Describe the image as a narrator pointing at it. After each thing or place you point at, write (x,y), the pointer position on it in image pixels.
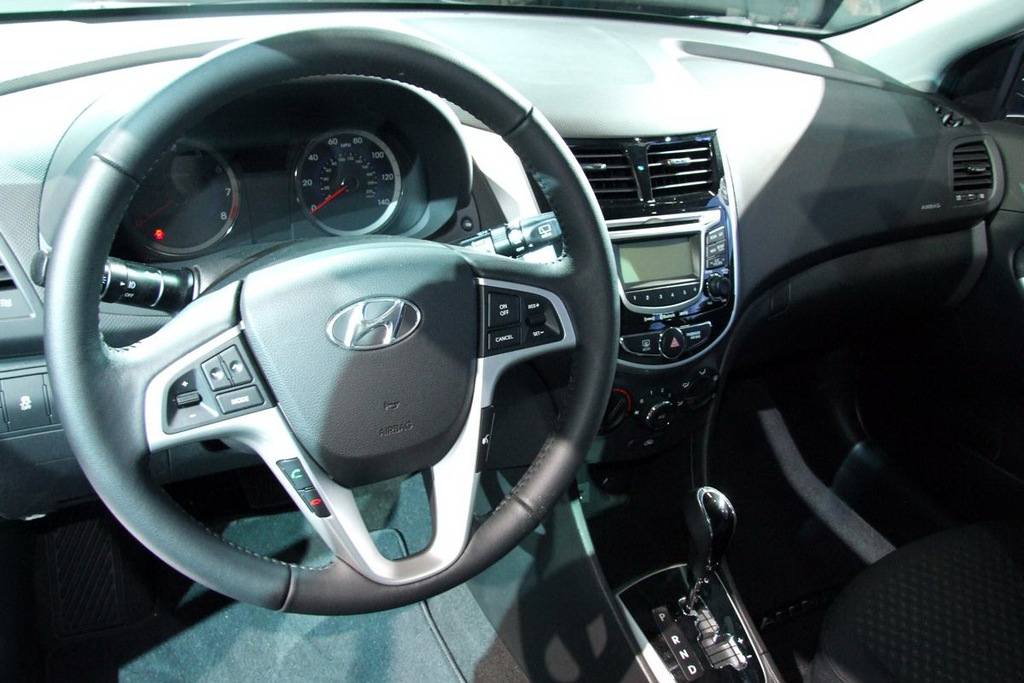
This is a picture of inside of a vehicle (780,389), in this image in the center (458,338) there is a steering (416,432), speed meters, seat (905,552), gear (720,521) and some objects (679,406).
